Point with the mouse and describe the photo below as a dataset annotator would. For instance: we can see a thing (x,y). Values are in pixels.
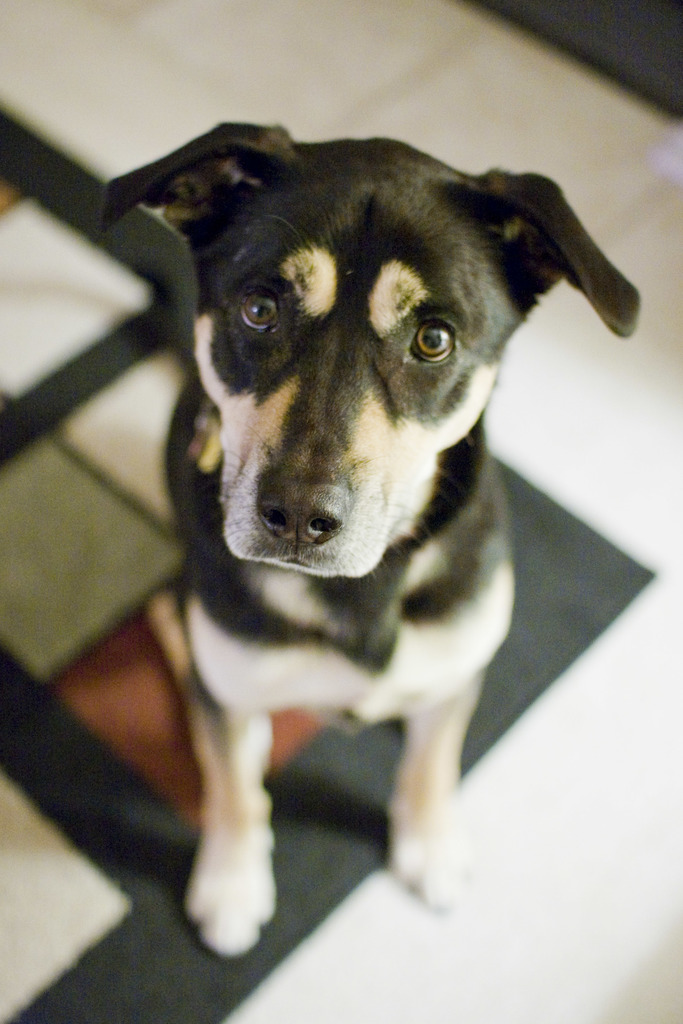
In this image there is a black and white color dog (299,648) as we can see in middle of this image (263,480) and there is floor (123,88) in the background (135,690).
